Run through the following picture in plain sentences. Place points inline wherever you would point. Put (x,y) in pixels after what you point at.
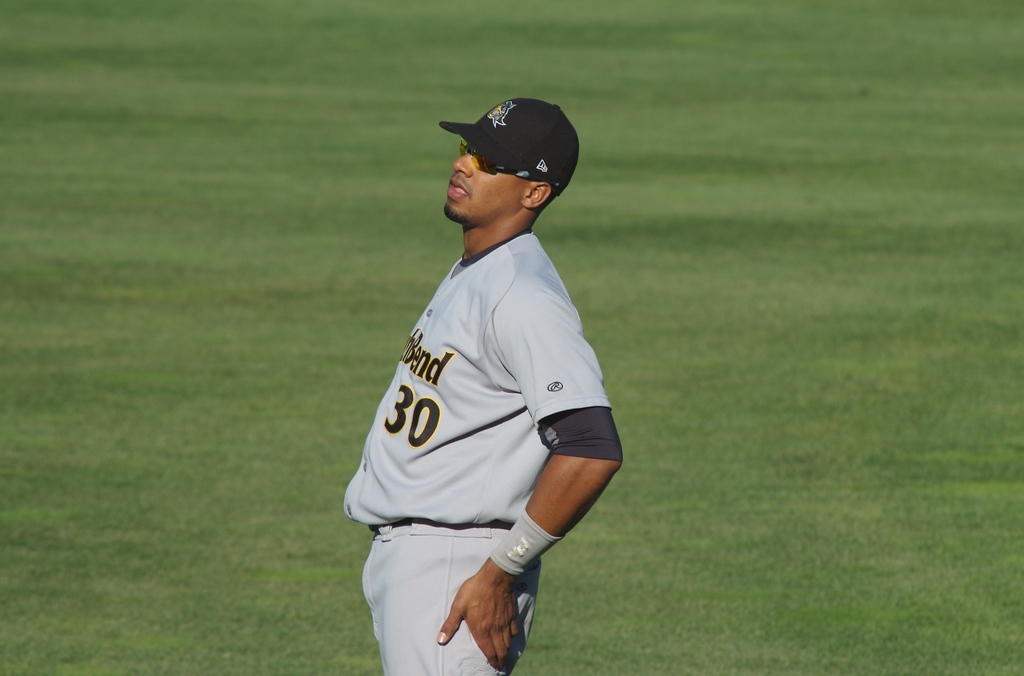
Here I can see a man (470,362) wearing a white color t-shirt (494,398), cap (546,146) and standing facing towards the left side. In the background (709,180), I can see the grass (242,383) on the ground (260,237).
